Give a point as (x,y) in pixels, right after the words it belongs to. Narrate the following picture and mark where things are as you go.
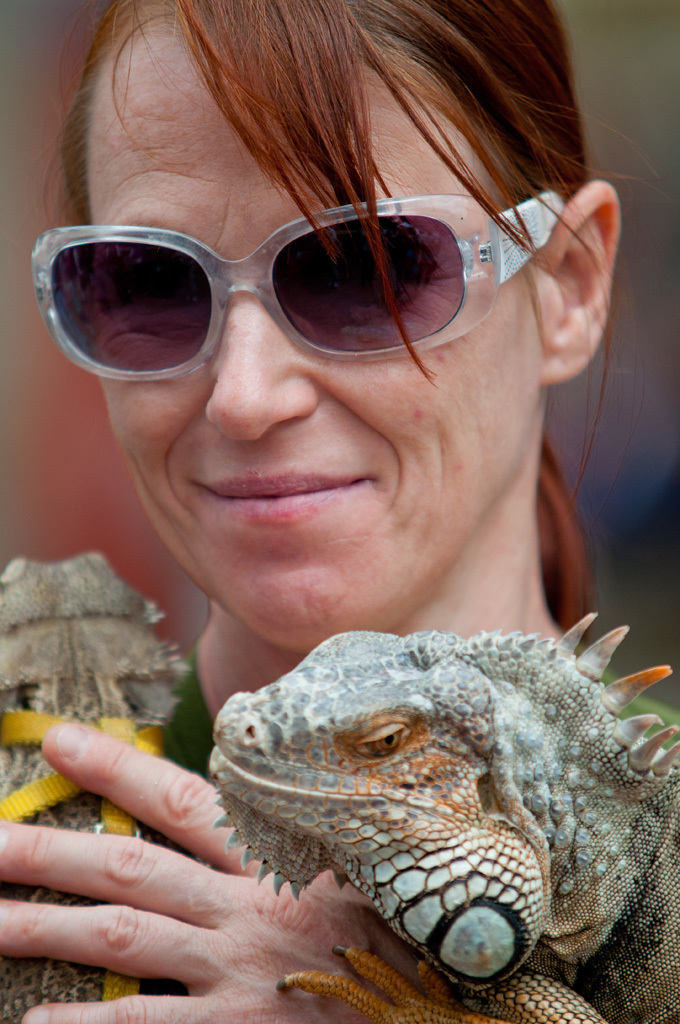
In this image I can see the person (249,482) wearing the goggles (129,340) and holding the reptiles (233,787) which are in brown and grey color. And there is a blurred background (654,375).
